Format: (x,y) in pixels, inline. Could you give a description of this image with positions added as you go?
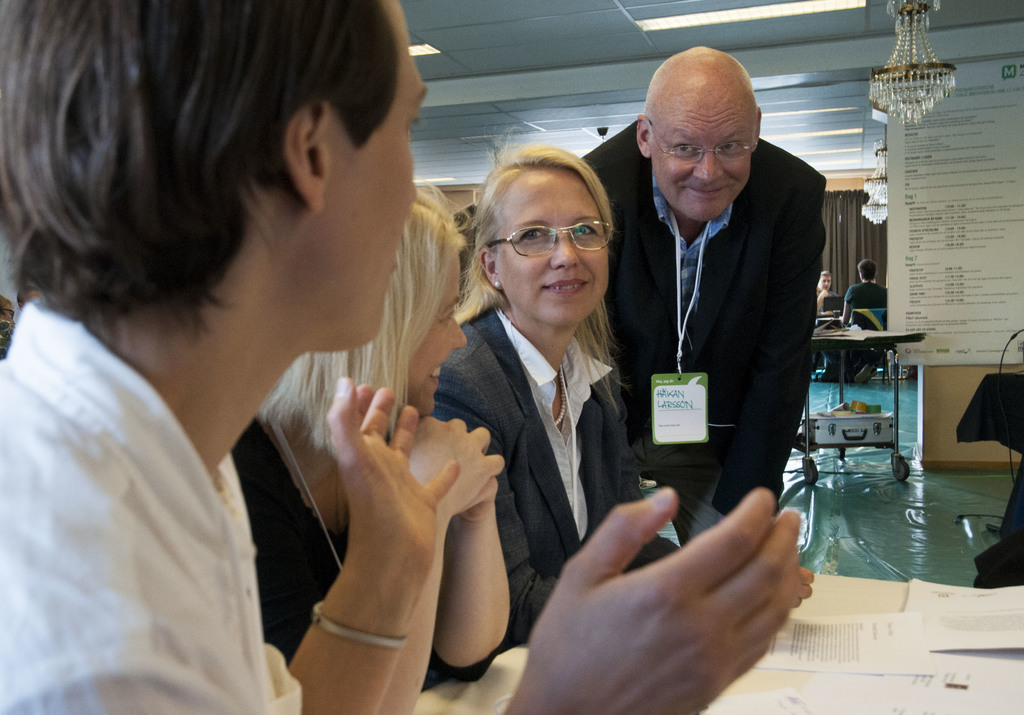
In this image we can see a group of persons (504,572) are sitting and smiling, at beside here a man (723,319) is standing, he is wearing the suit (753,320), in front (951,693) here is the table (900,627) and papers (910,643) on it, here is the chandelier (910,48), here is the light (767,13), here is the roof (613,9).
